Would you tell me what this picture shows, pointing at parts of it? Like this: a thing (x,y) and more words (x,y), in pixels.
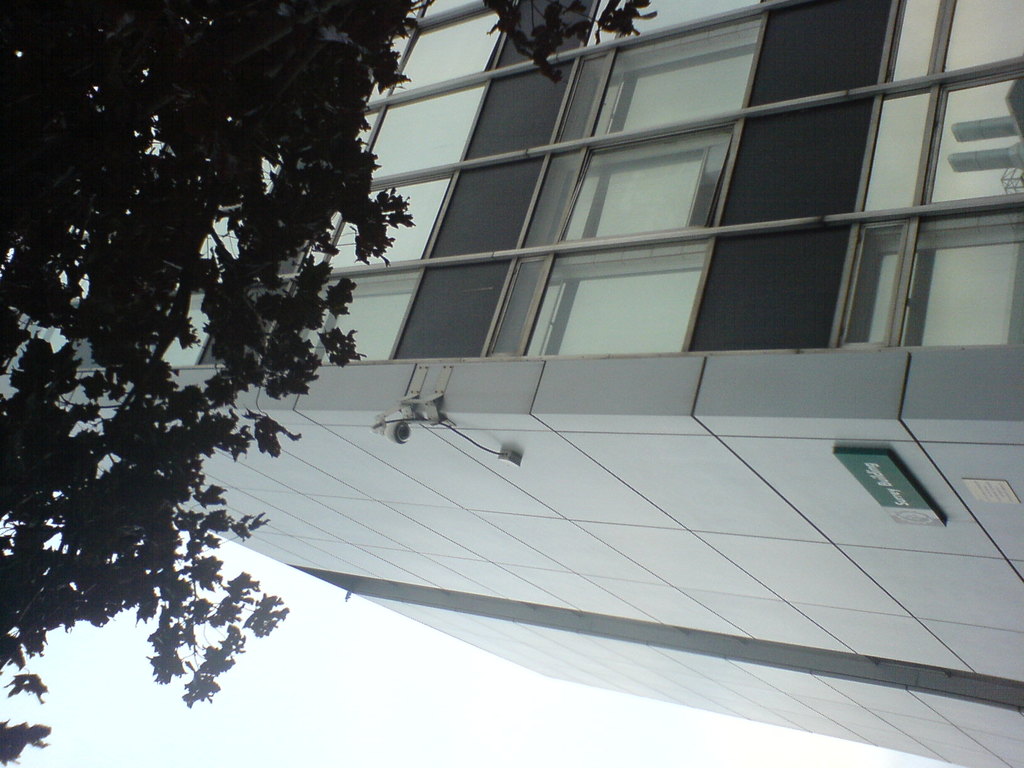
Here we can see a building (710,490), board (933,516), and trees (173,9). This is sky (440,733).
